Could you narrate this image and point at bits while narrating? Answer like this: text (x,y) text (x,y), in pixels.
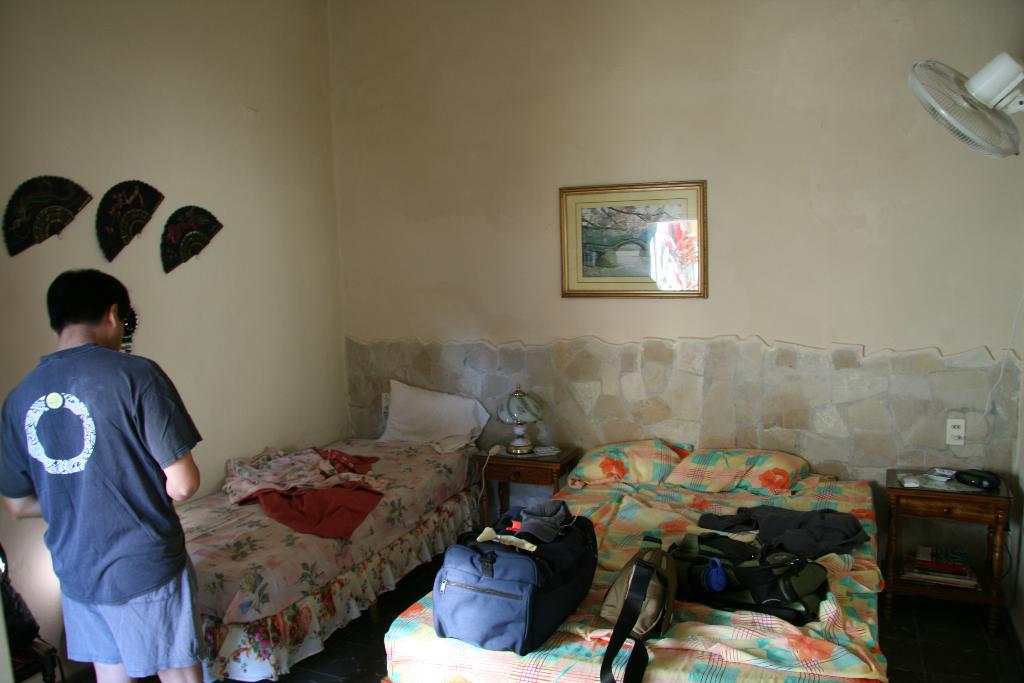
There is a photo frame (627,194) over a wall (497,185). We can see one man (107,545) standing near to the bed cots (383,585). There is a table lamp (525,402) on the table (530,484). We can see bags (570,572) and clothes (344,504) on the beds (262,537). This is a floor (941,622). At the right side of the picture (997,122) we can see a fan (958,124).
